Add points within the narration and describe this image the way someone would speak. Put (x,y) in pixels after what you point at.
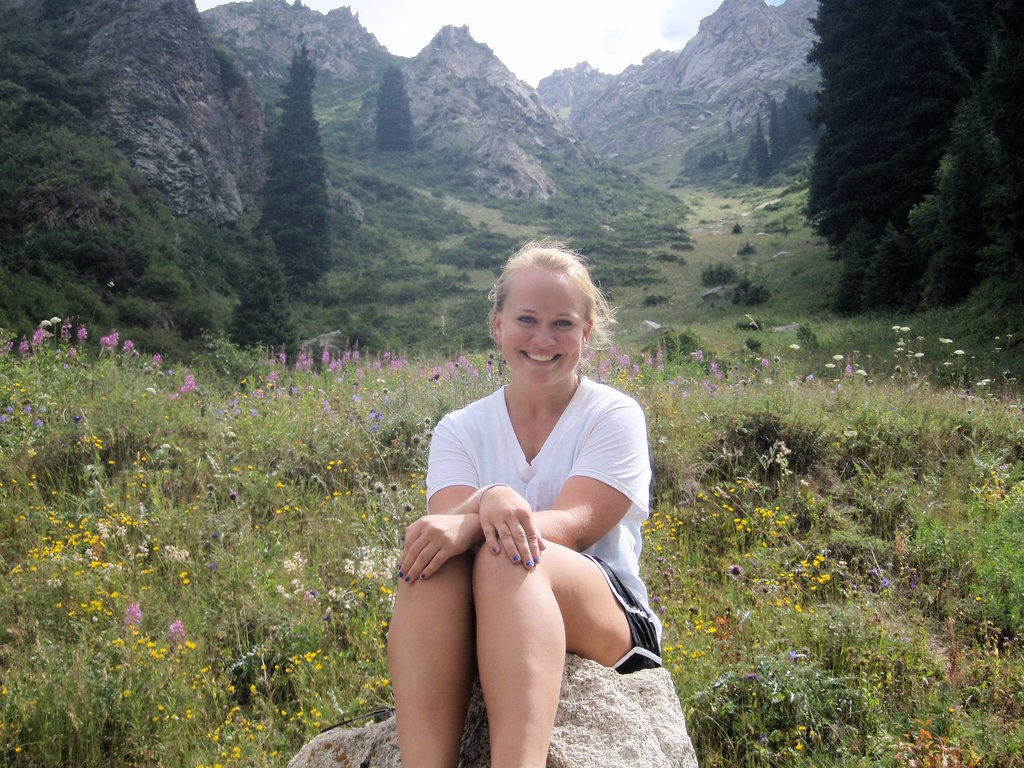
In the center of the image (545,449) we can see one woman (492,578) is sitting on the rock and she is smiling. In the background (637,6), we can see the sky (586,13), hills (213,44), trees (924,271) and plants (727,459) with different color flowers (334,494).
